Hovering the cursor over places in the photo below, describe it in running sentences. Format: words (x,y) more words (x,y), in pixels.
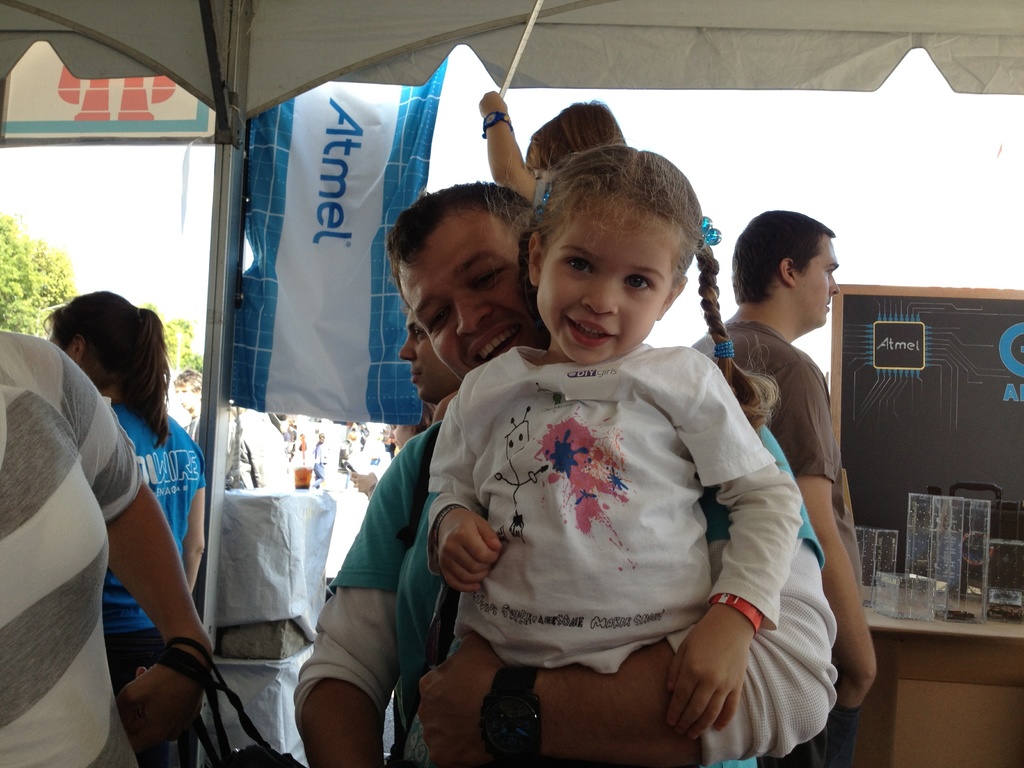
In this image there are people (587,397). There is a table (901,656) on the right side (988,539) and there are glasses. There is a cloth (341,50) at the top (190,16). There are trees (11,300). There is sky (148,300).
